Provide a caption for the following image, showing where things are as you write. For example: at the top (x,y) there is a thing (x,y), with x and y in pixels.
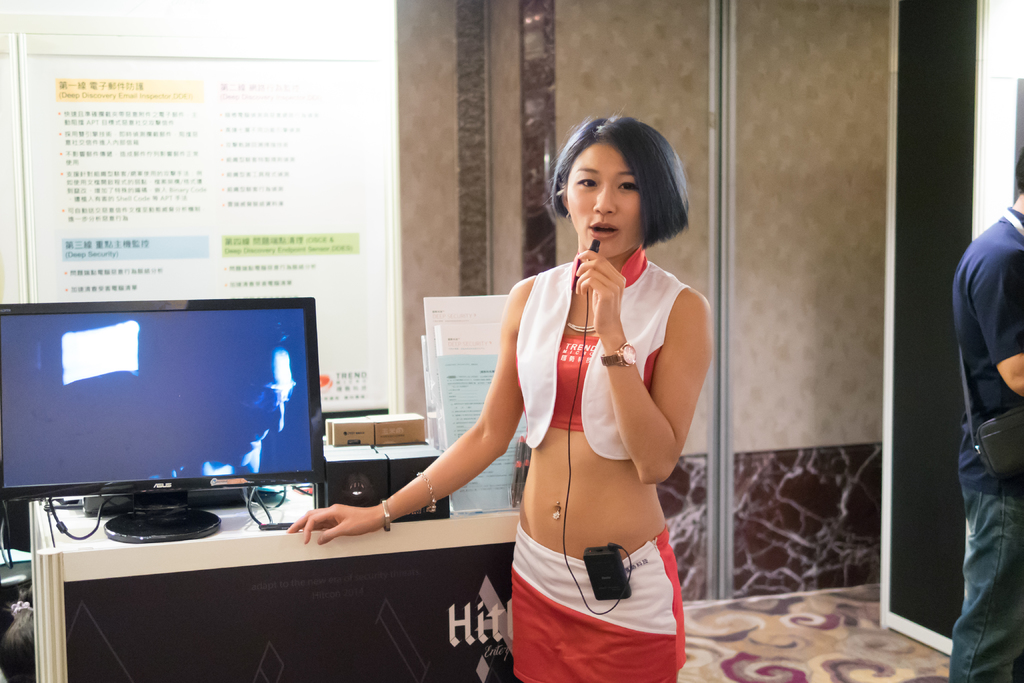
In the given image we can see that a women (569,414) who is standing and holding microphone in her hand (590,268). She is wearing a wrist watch (623,355). There is a system (117,421) beside her. Beside her there is a another man (967,354) standing.
